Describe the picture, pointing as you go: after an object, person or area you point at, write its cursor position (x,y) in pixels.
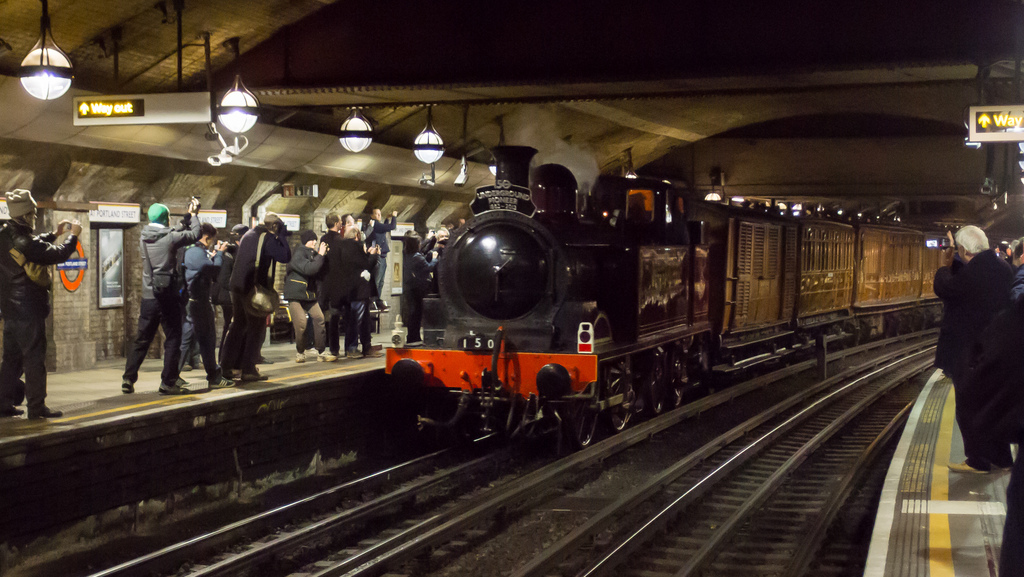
In this image we can see a train (498,384) on the track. We can also see a group of people (348,235) standing on the platform (345,381). On the backside (294,193) we can see some boards (121,120) on a wall (3,154), a roof (7,137) and some ceiling lights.
